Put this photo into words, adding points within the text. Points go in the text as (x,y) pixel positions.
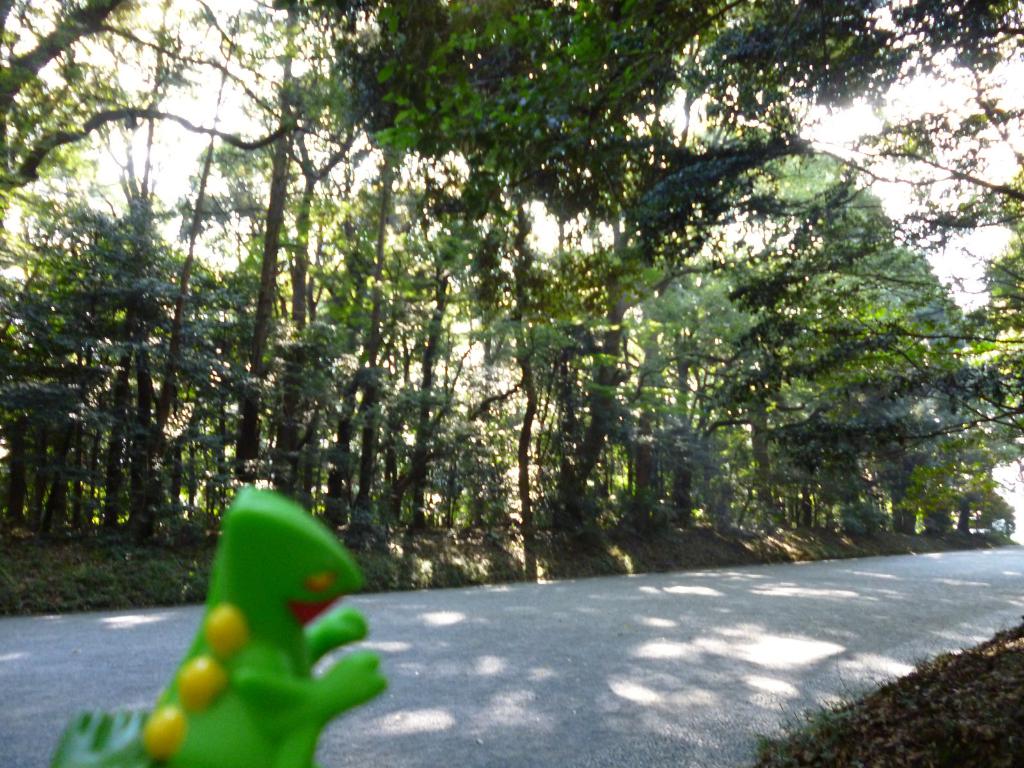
In the picture we can see a road (111,621) and near it, we can see a doll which is green in color and beside it, we can see a muddy path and some plants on it and in the opposite direction of the road (73,641) we can see some trees (598,103) and on the top of it we can see some parts of the sky (911,119).
